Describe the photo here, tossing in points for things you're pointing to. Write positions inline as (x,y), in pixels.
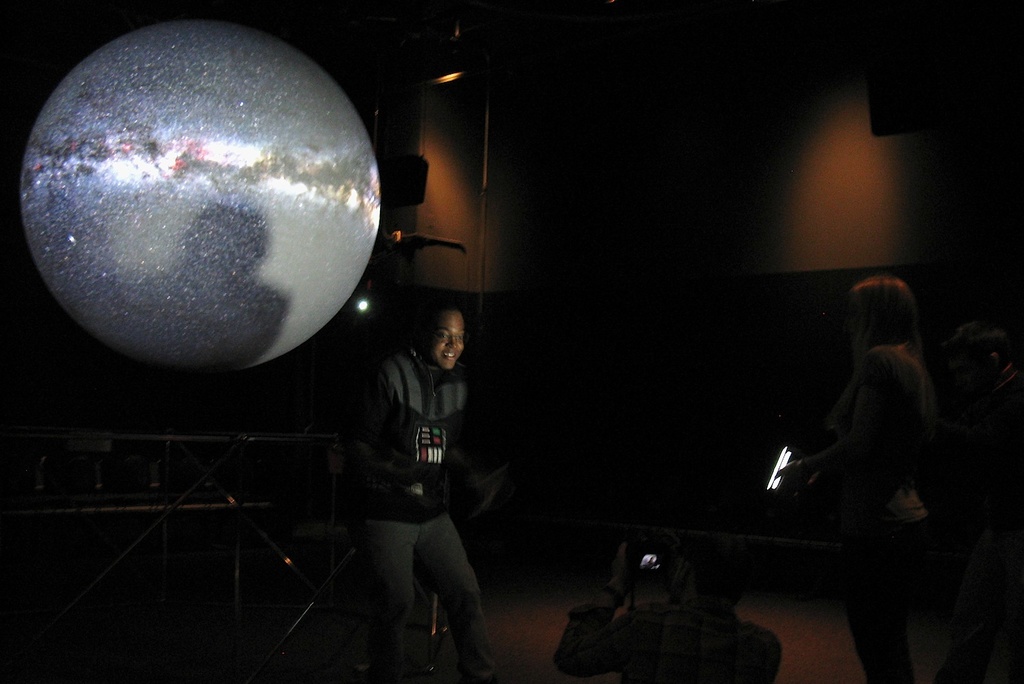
In this image we can see some people (868,441) standing on the ground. One woman (886,498) is holding a light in her. On the left side of the image (321,216) we can see some poles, a globe (202,150). At the bottom of the image (694,611) we can see a person (695,605) holding camera (660,569). At the top of the image (869,161) we can see some lights (860,170) on the wall (578,98).
